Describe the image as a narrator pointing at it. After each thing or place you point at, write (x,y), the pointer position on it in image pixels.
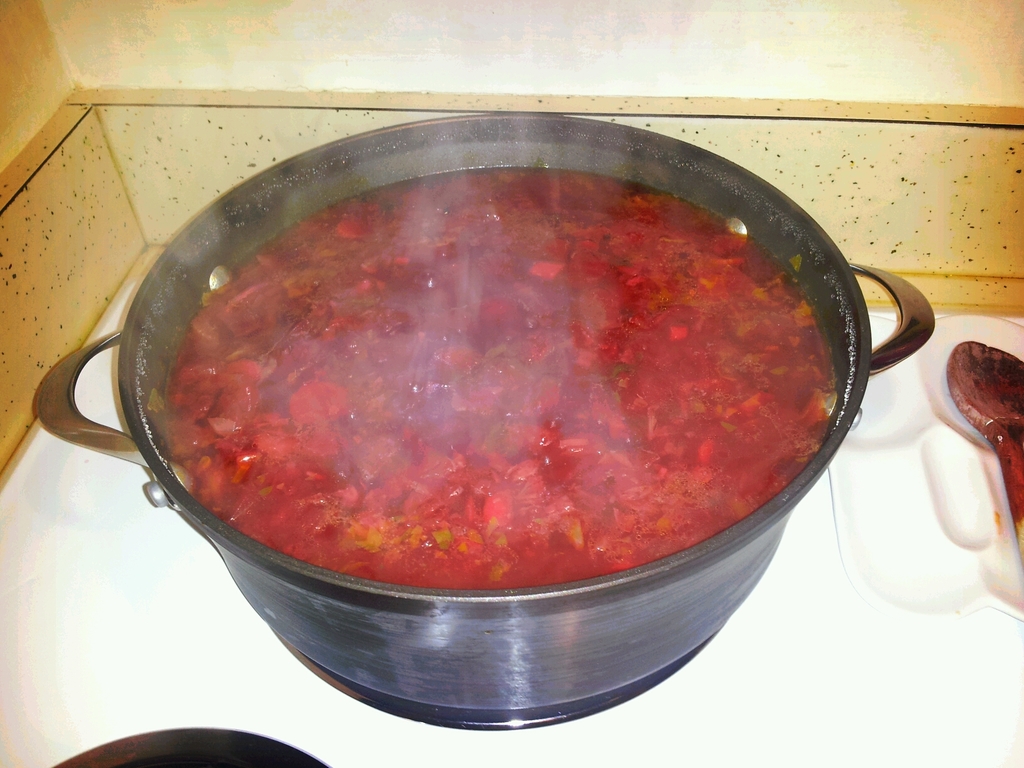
In the picture we can see a white color stove (1009,673) on it, we can see a bowl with red color soup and smokes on it and beside it, we can see a wooden spoon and behind the bowl (815,468) we can see a wall (159,212) which is cream in color with dots (861,187) on it.
